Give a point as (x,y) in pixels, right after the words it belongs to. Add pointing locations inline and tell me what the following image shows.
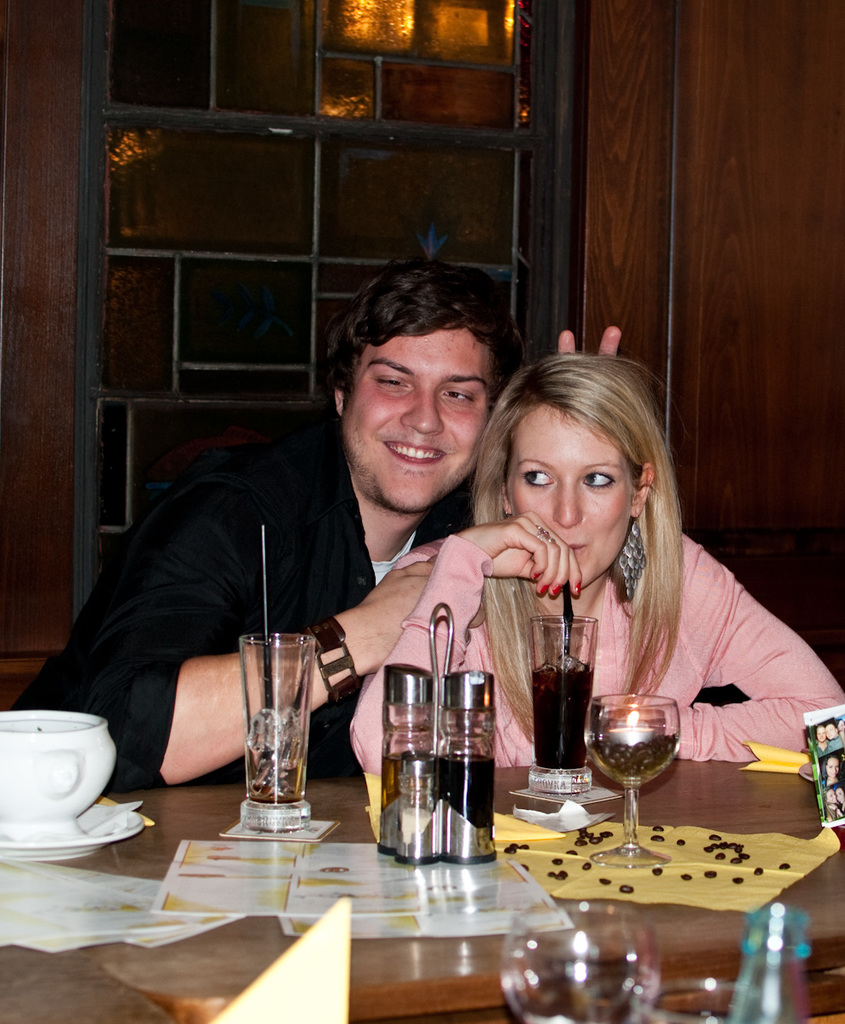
In this image a man (390,459) and woman (477,523) are sitting. In front of them cup plate (94,791), glasses (527,961), bottles (458,702), papers (494,885) on a table (417,975). The man (274,527) is smiling. Behind them there is window (317,119).
